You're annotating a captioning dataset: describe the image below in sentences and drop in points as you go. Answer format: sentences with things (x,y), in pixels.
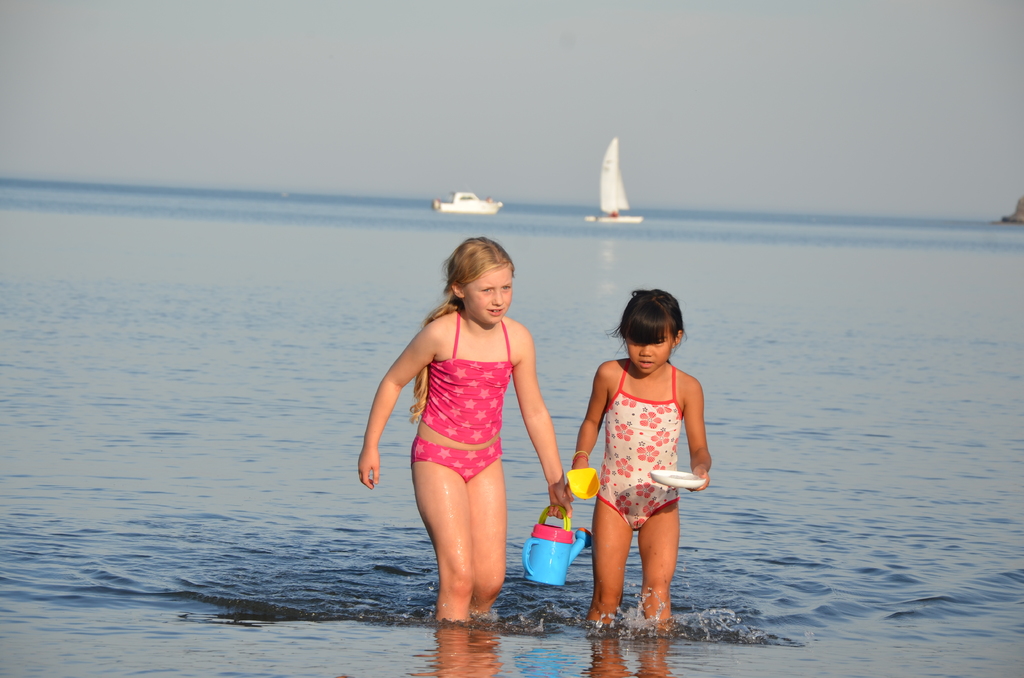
There are two children (607,406). One of them is holding a blue color jug (557,548). And other one is holding white color plate (683,478) with one hand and yellow color object (582,470) with the other hand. Both of them are standing in the water (636,624). In the background (693,253), there are boats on the water (563,238) and the sky (659,66) is clear.
